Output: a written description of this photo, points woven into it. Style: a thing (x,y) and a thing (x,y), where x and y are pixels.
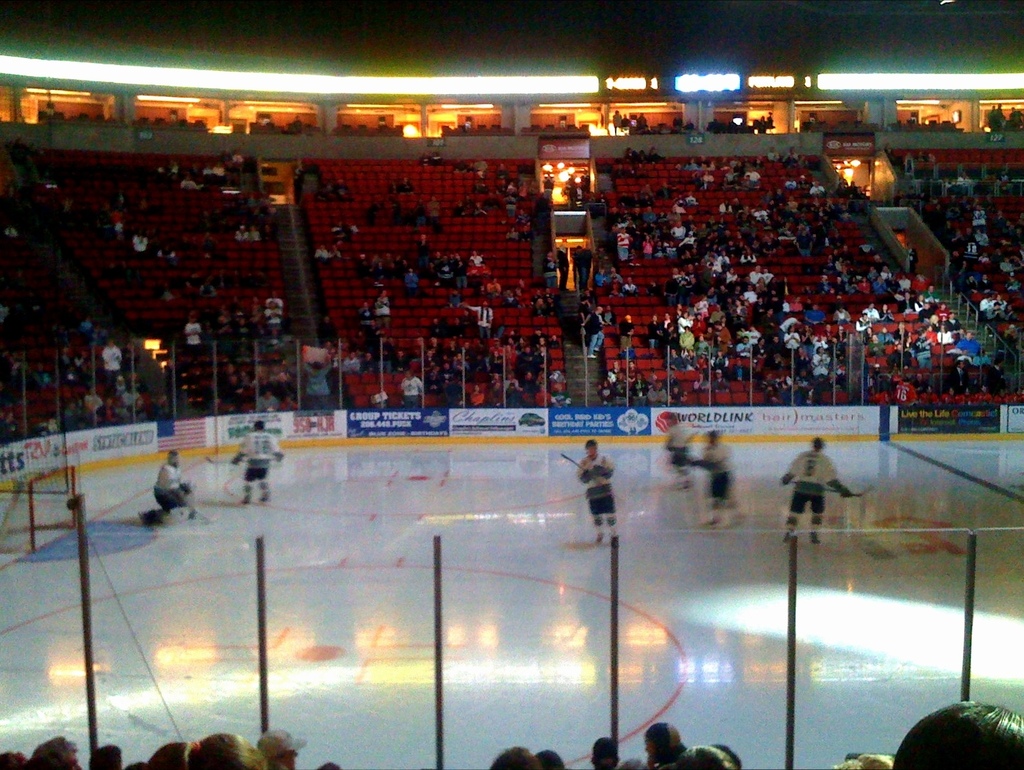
In this picture we can see a group of people (167,506) where some are sitting on chairs (818,272) and some are standing on the ground (921,503) and holding hockey sticks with their hands (190,486), banners (83,448), fence (338,440), net (54,485) and in the background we can see the lights (884,77).
